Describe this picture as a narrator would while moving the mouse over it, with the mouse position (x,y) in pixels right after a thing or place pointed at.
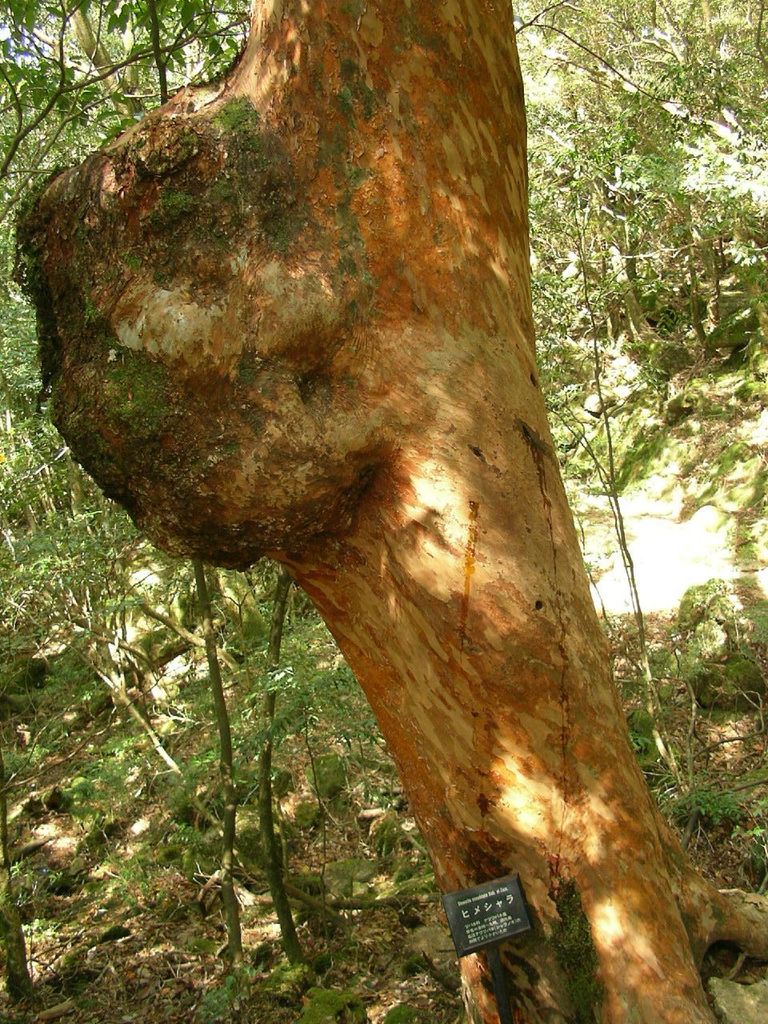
In this image we can see a tree trunk (548,566) with a small board (505,938) fixed here. In the background (553,80), we can see few more trees (43,552).
